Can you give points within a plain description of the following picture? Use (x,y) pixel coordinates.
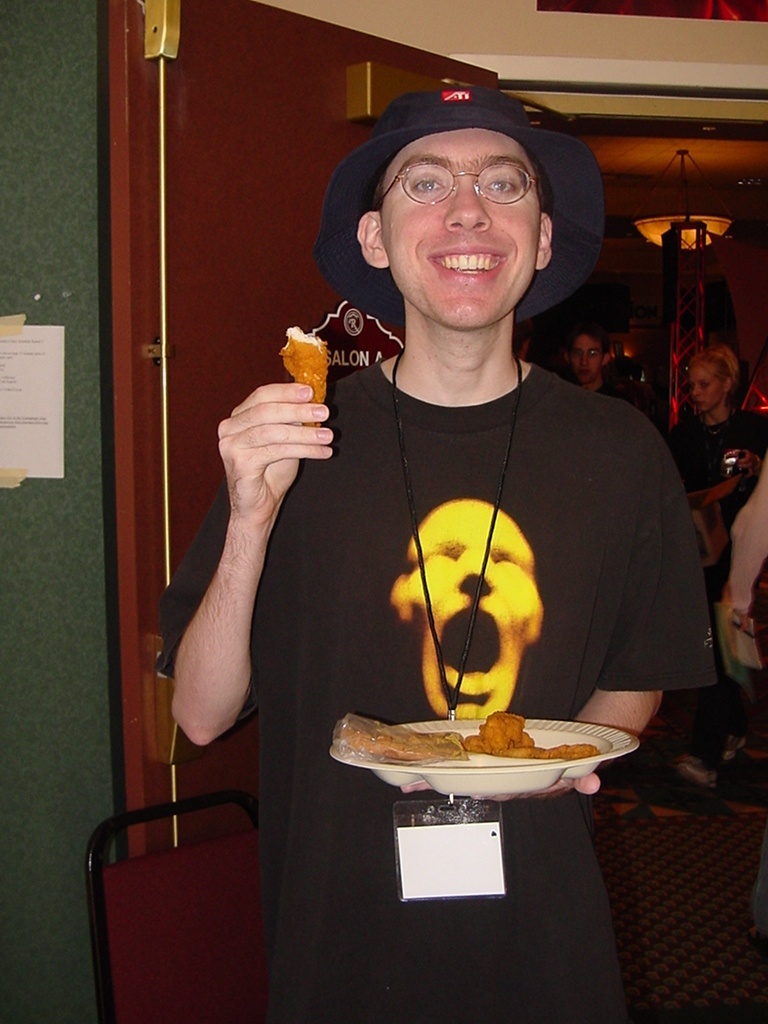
In the middle of the image (504,358) a person (299,417) is standing, holding a plate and smiling. Behind him we can see a chair (134,921), wall (50,813), door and few people (716,379) are standing.
